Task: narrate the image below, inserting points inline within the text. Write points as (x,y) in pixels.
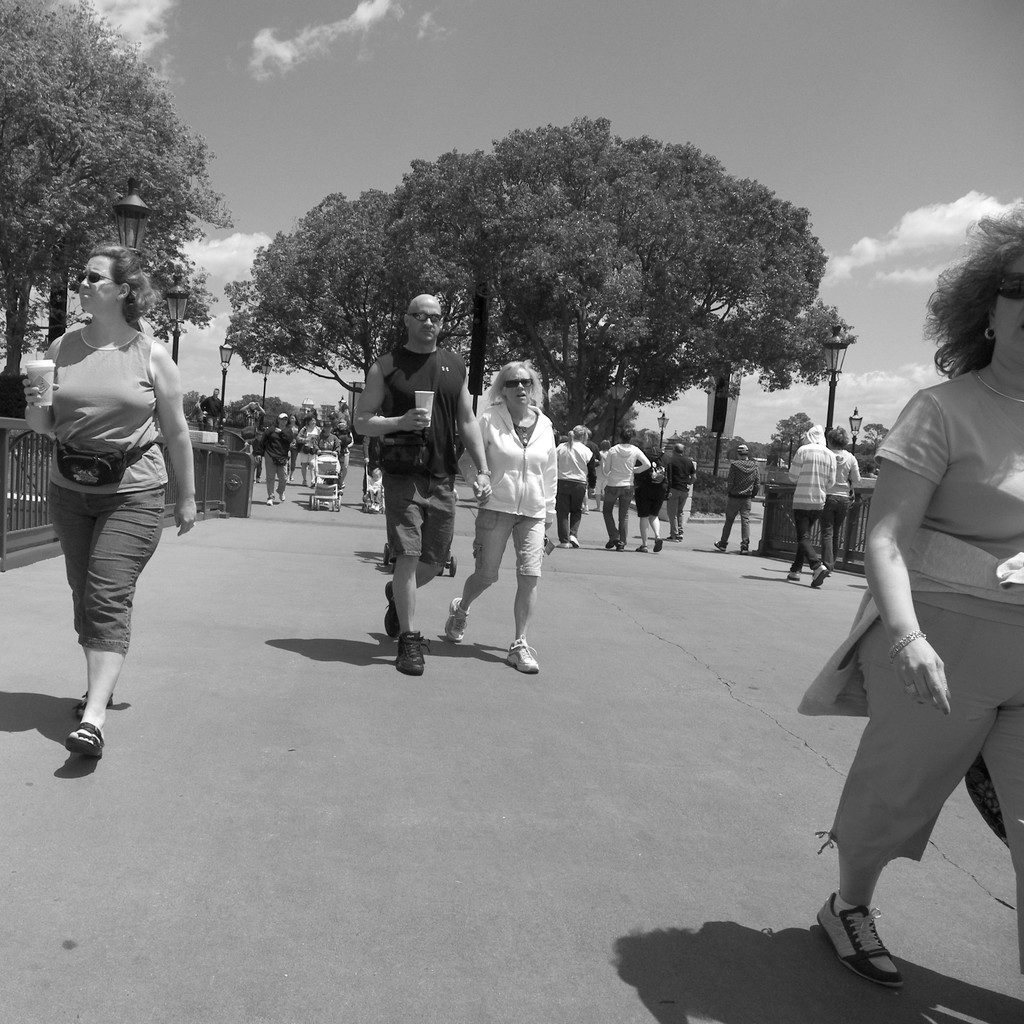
This is a black and white image. Here I can see many people (191,527) are walking on the road (662,689). In the background (23,293) there are many trees (107,244) and light poles (226,348). On the left side (16,476) there is a railing (12,531). In the middle of the image (436,535) there are two persons (404,532) holding hands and walking. At the top of the image (631,88) I can see the sky (896,115) and clouds (894,244).
